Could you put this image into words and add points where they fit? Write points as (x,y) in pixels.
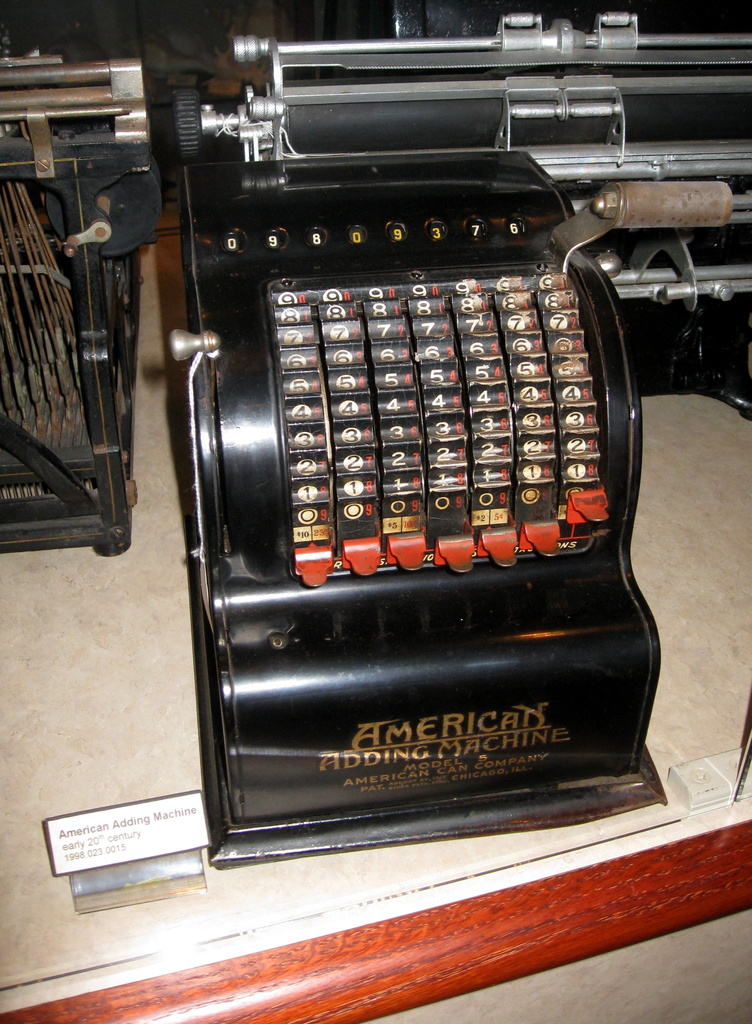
In this image we can see an adding machine (408,546), behind that, there are some other machines (155,201) on the table (20,823), also we can see a card (105,860) with some text (126,841) written on it.
